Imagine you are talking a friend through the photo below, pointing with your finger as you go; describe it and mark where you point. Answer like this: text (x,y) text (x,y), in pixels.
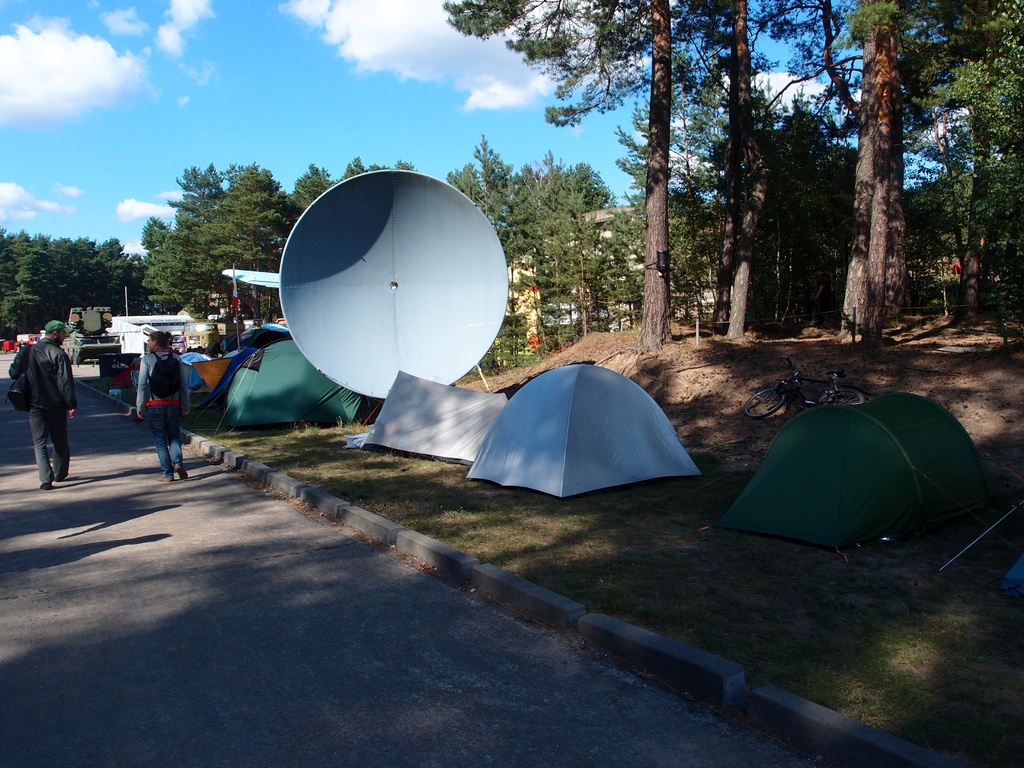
There are two persons (51,380) and vehicles (86,335) on the road (123,625). Here we can see grass (566,538), tents (487,455), bicycle (845,388), and trees (509,252). In the background (313,144) there is sky (386,156) with clouds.
